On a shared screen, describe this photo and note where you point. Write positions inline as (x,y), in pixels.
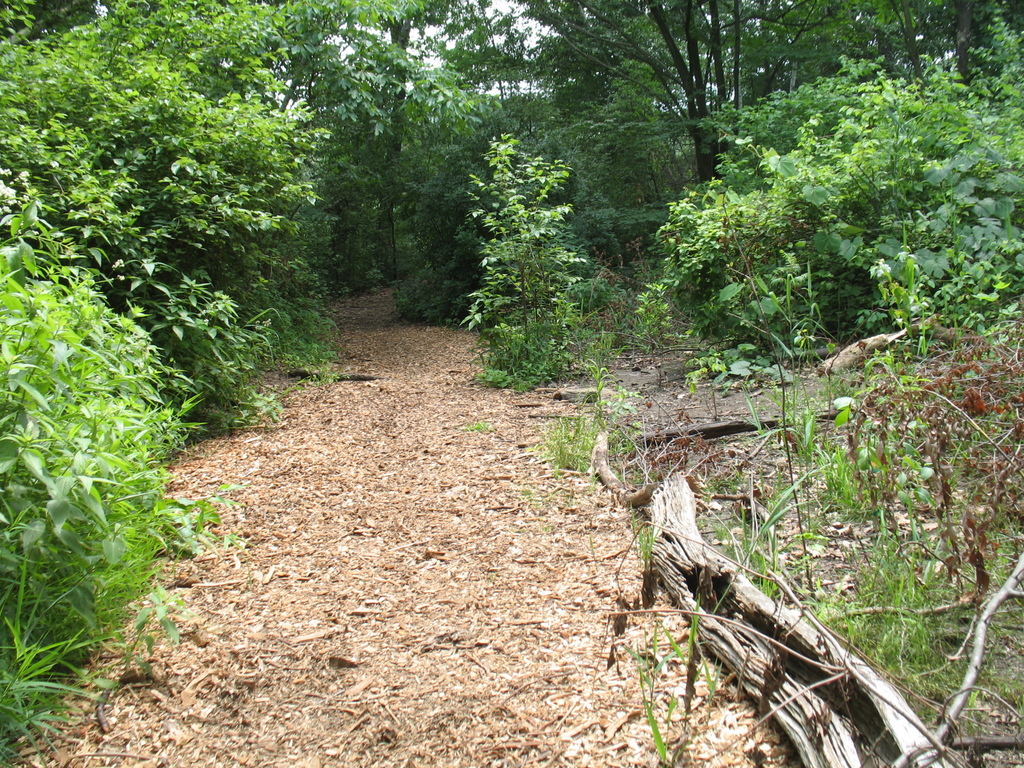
In this image we can see dry leaves (201,493) on the land (356,711), bark (812,728) of a tree (791,719) and trees (246,264).
